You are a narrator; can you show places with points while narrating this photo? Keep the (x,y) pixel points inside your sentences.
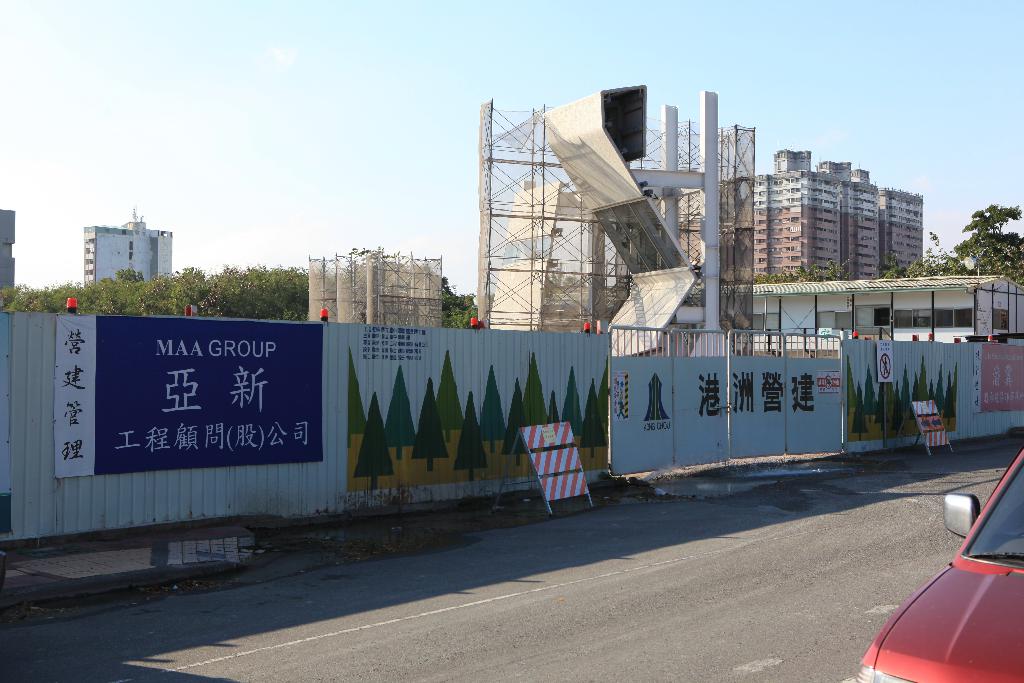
There is a vehicle (900,616) on the road (727,627). Here we can see boards (946,437), gate (784,431), and a wall (344,437). In the background (343,321) there are trees (83,292), buildings (786,268), and sky (893,122).
